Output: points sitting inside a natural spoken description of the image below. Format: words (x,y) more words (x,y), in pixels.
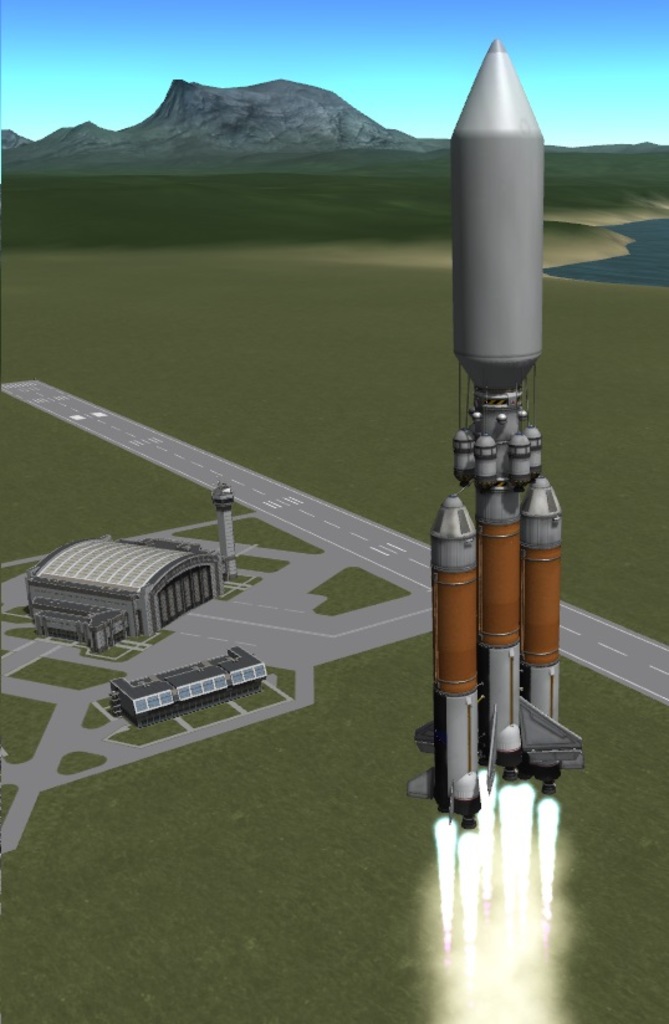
As we can see in the image there is a rocket (538,600), building (128,556), ground (158,662), water (657,235) and hill (285,140). On the top (260,25) there is sky (433,35).
